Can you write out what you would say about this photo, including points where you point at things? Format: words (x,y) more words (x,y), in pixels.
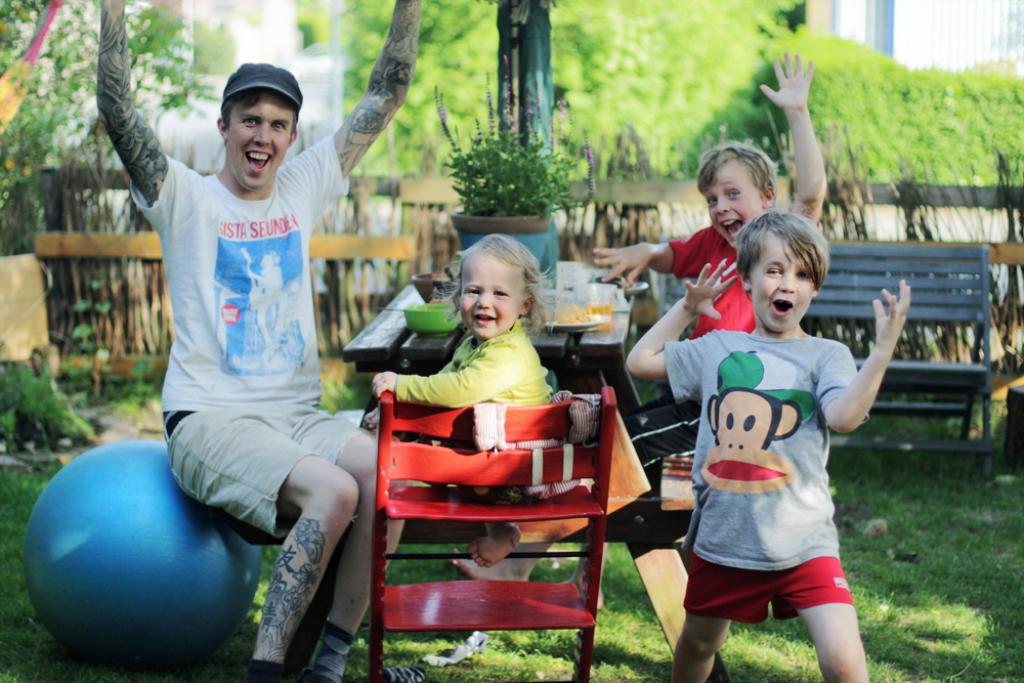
In this image there is a person (215,393) sat on the ball (183,504), beside this person (320,443) there is a little girl (493,359) sat on the chair (603,481), beside this girl (501,344) there is a boy (701,492) standing on the surface of the grass (871,590), behind this person (727,371) there is another person (663,253) sat on the chair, in front of them there is a table (555,334) with food item (565,312) placed on the plate (555,321), bowl (426,307), glass (591,310) and a plant pot (479,223). In the background (430,217) there is a wooden fence (379,232), bench (921,263) and trees (767,58).
